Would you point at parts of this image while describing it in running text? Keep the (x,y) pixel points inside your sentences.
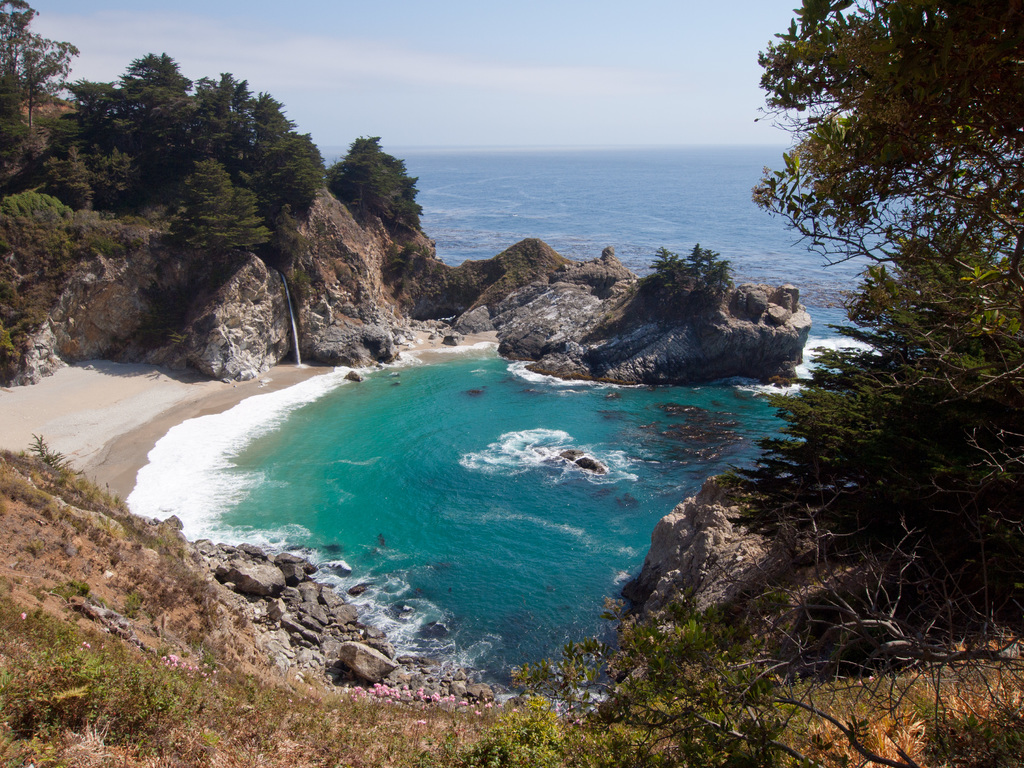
This is water (614,429). There are rocks (688,509) and trees (107,96). In the background (415,94) there is sky (668,84).
